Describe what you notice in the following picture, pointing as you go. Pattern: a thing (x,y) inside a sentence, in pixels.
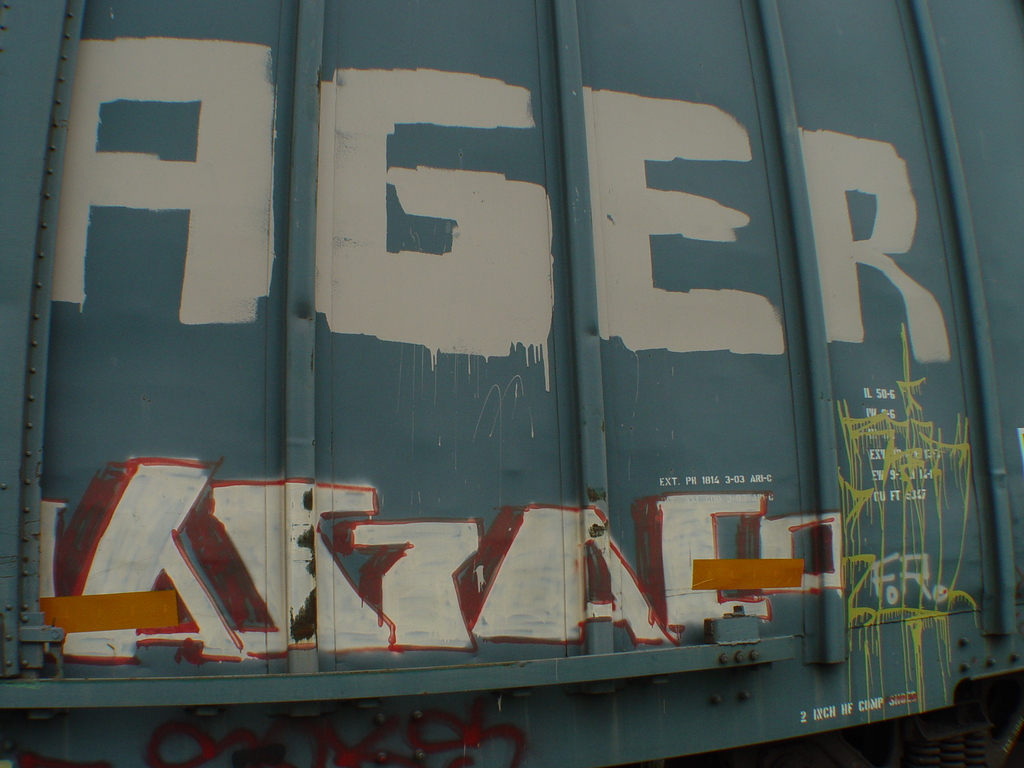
Graffiti (830,328) is on vehicle (627,326).
